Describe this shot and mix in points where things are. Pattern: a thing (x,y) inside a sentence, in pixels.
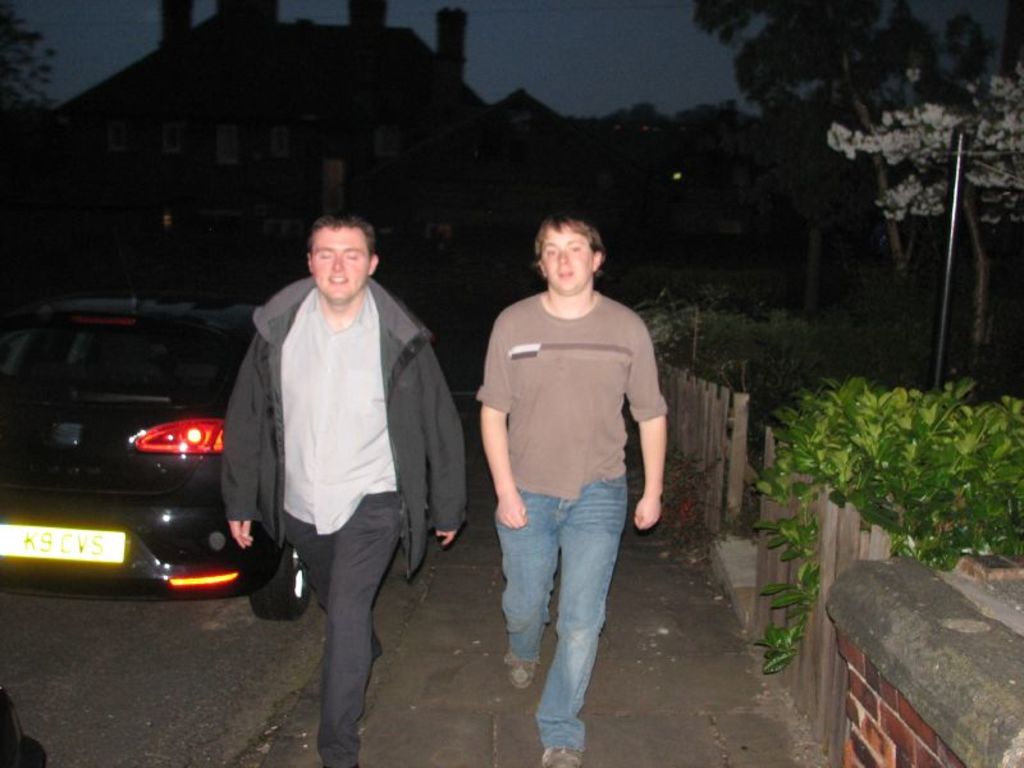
In this image I can see two men (344,386) are standing. I can see one of them is wearing jacket (234,465). In background (976,344) I can see plants (678,352), trees (930,90), a vehicle (221,323), a building (260,120) and here I can see something is written. I can also see this image is little bit in dark from background (67,253).
